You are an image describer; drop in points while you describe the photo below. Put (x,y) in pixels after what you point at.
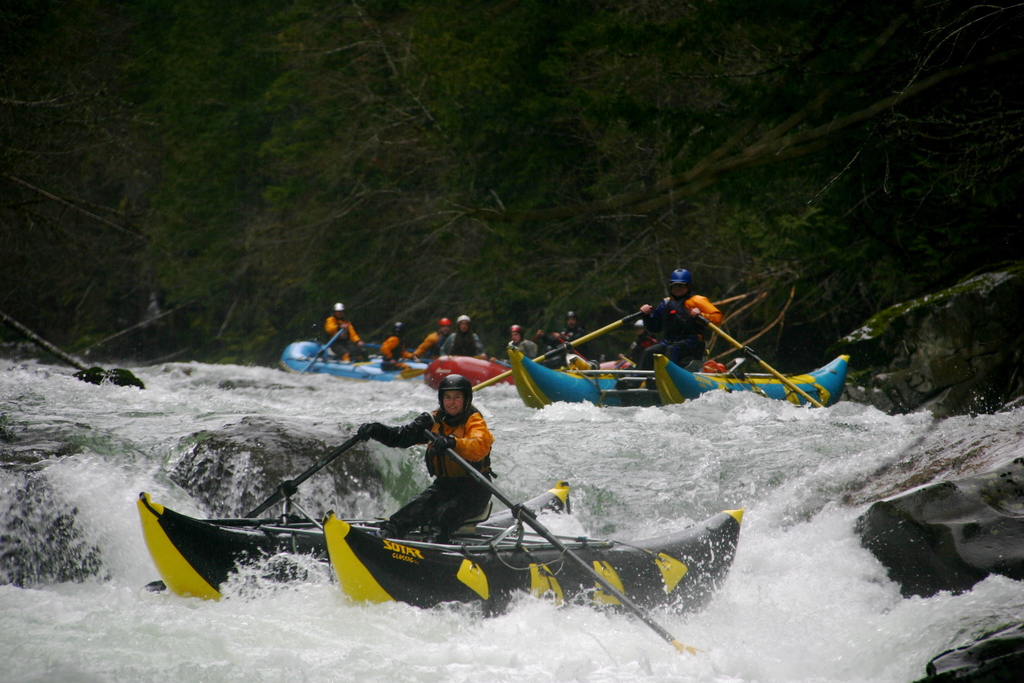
In this image, we can see the water flow (395,394) and we can see some boats (707,561), there are some people (328,323) sitting in the boats (706,575), we can see some trees (358,103).
